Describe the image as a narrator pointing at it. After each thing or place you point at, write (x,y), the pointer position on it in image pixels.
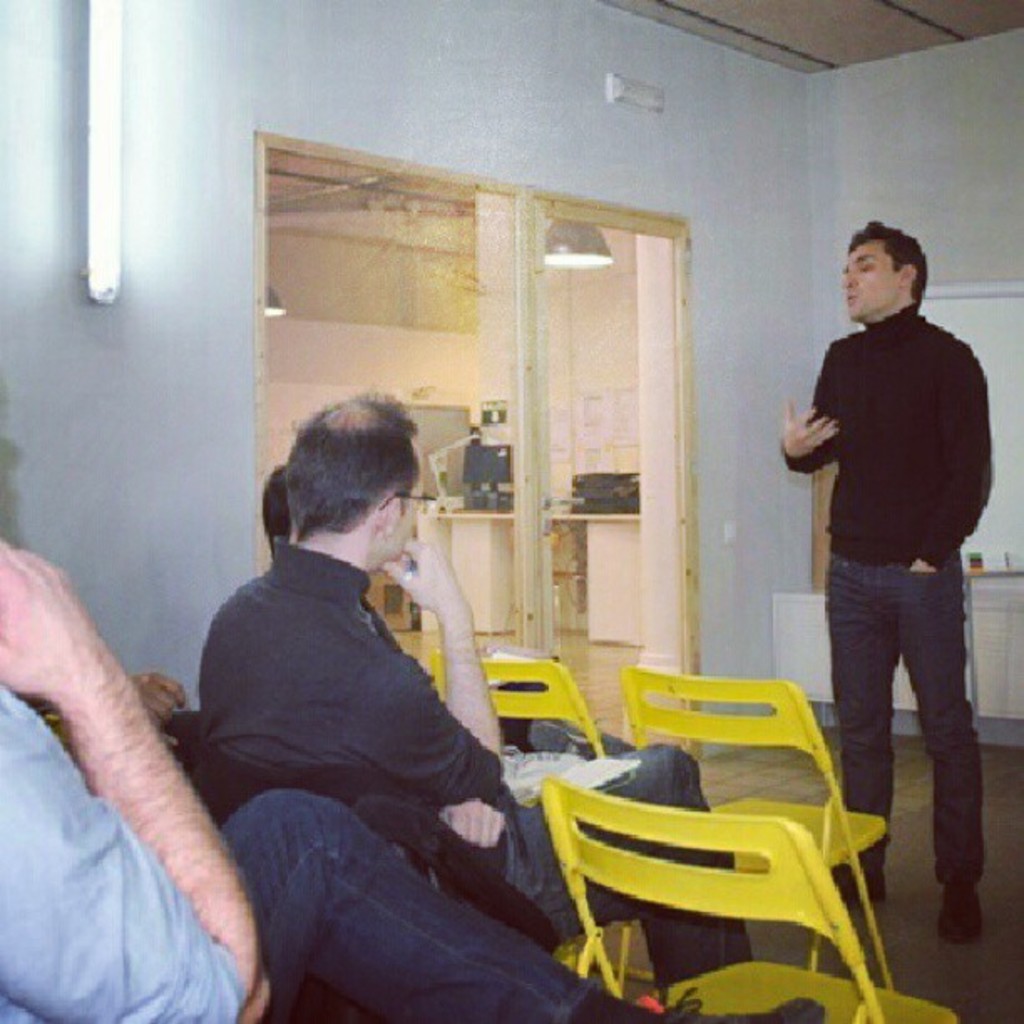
Few persons (320,806) are sitting on the chairs (608,865) and this person (890,608) standing and talking. We can see chairs (647,832) on the floor (1023,952). On the background (539,55) we can see wall (40,41), light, glass door (530,492), from this glass door (568,471) we can see objects (619,492) on the table (603,577), lights (568,257).
